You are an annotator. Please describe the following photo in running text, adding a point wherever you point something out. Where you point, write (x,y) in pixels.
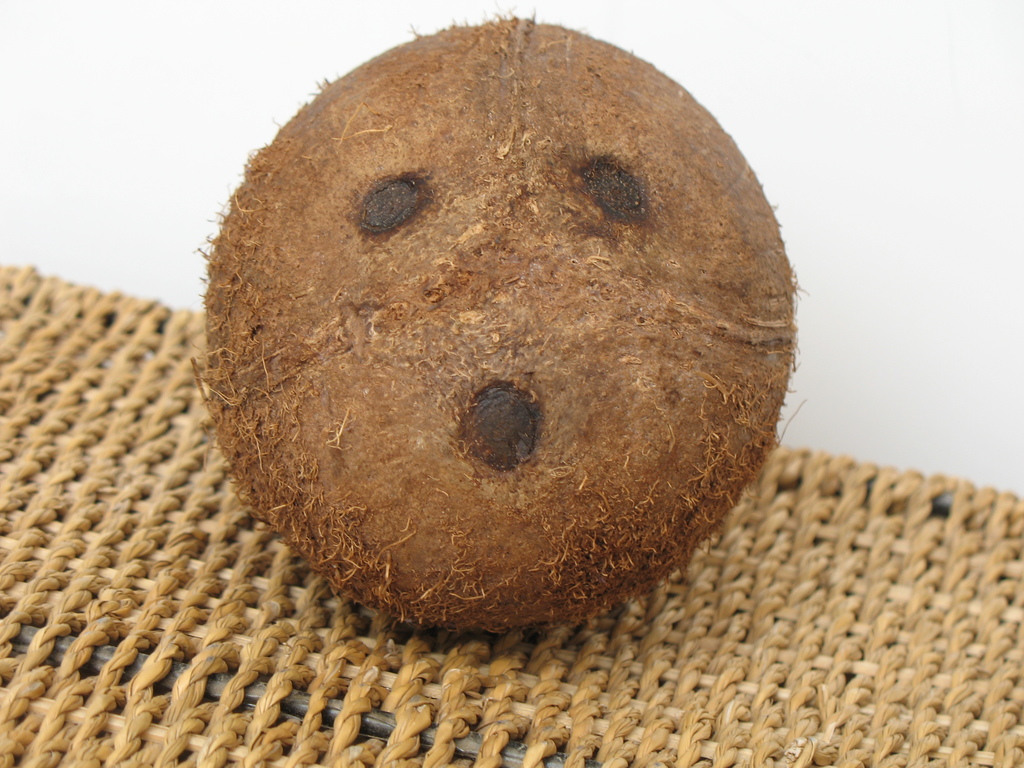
In this image in the center (563,463) there is one coconut (515,386), and at the bottom (693,668) there is a table (761,596) and in the background (803,99) there is a wall (295,100).
